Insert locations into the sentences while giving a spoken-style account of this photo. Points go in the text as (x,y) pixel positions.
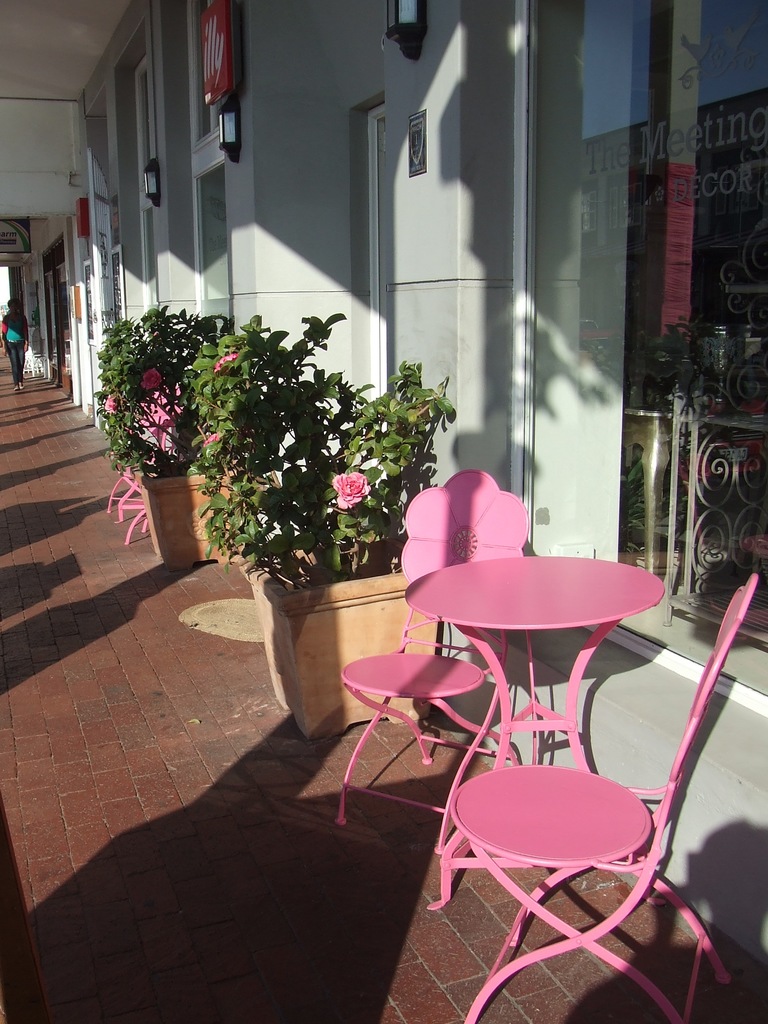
In this picture we can see a person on the ground (24,806), here we can see house plants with flowers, table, chairs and in the background (482,396) we can see a wall (447,428), lights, roof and some objects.
